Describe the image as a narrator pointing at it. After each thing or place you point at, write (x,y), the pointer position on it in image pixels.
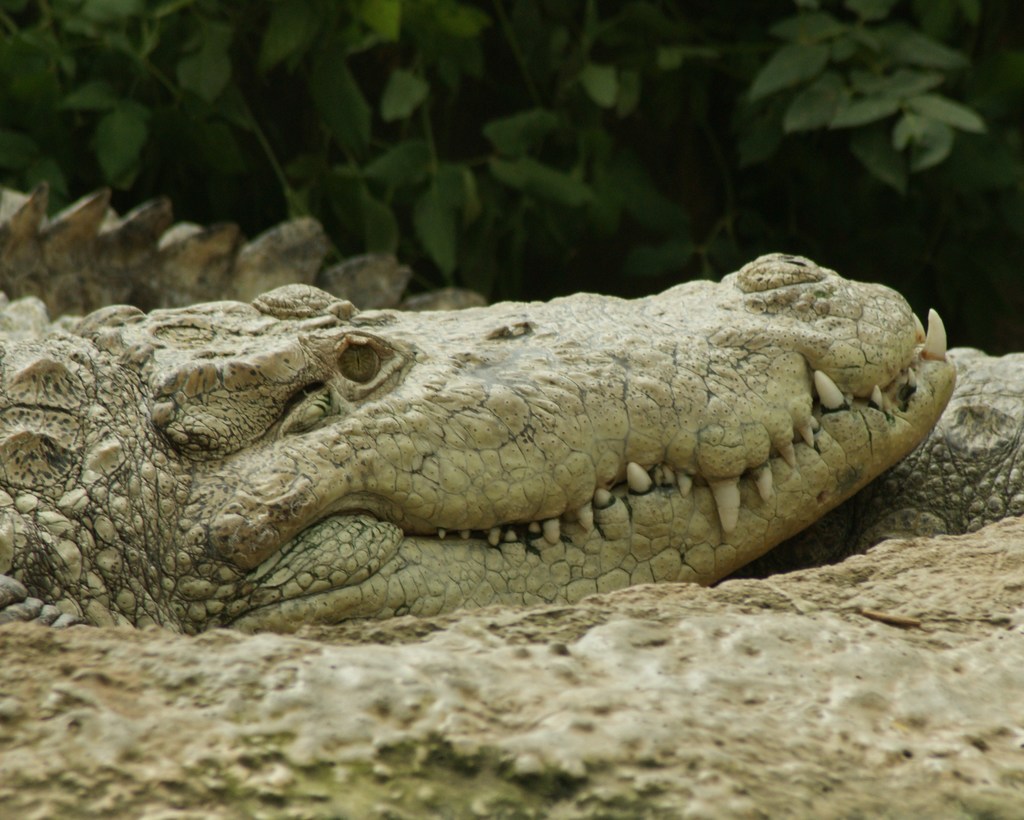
In this picture we can see a crocodile (638,523) on the ground (308,772) and in the background (742,184) we can see trees (575,72).
